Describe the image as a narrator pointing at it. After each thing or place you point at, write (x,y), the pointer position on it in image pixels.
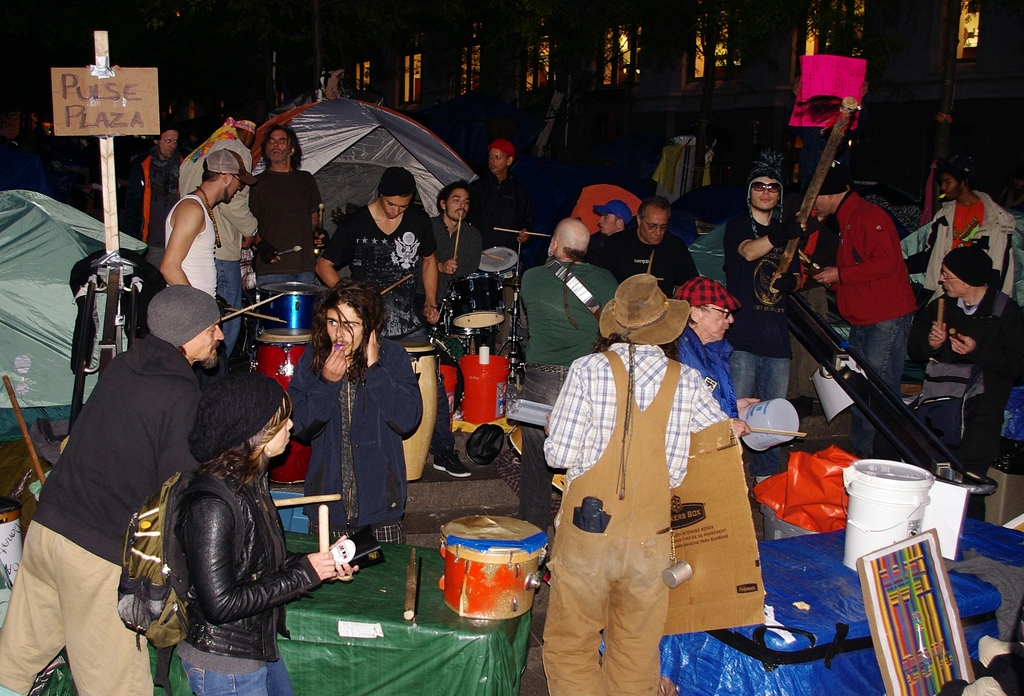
In this picture we can see a few people (535,323), musical instruments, boxes (710,567), a board (75,111) on a pole (108,141) and other objects (796,667) are visible on the path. There is a building (429,33) visible in the background (861,28).
